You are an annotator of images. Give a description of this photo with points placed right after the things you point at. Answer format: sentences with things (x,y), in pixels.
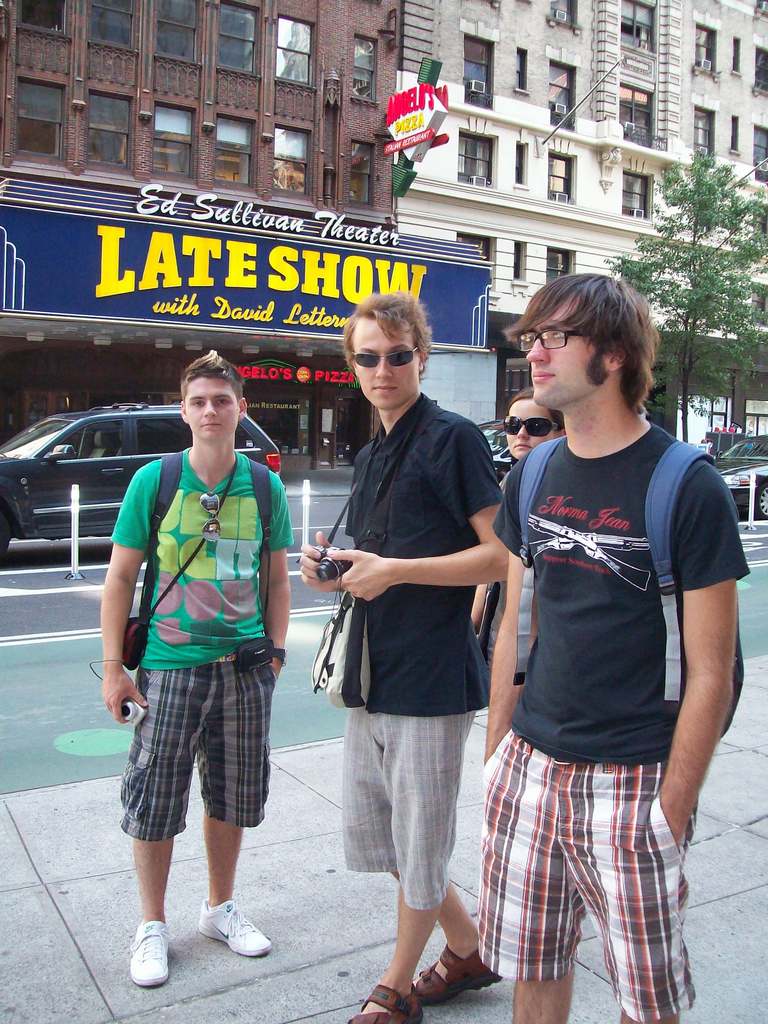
In this image I can see few people (347,515) are standing. I can see two of them are wearing black dress (612,585) and I can see they are carrying bags (328,693). In background (396,235) I can see buildings (381,157), boards (190,293), a tree (767,240) and few vehicles (724,469) on road (18,566). I can also see something is written on these boards (332,230) and here I can see two of them are carrying cameras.
